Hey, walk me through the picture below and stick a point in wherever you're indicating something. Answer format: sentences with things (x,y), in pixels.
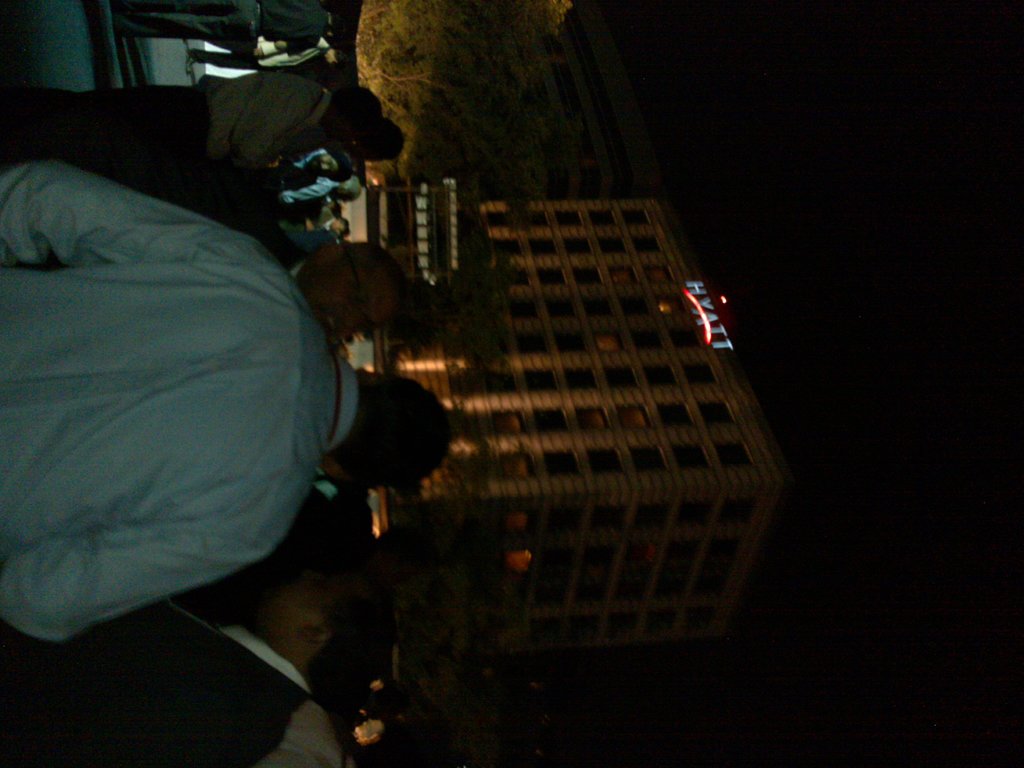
In the picture I can see building (462,461), in front (209,380) we can see some people (222,323) are standing and there is a tree (530,66).
